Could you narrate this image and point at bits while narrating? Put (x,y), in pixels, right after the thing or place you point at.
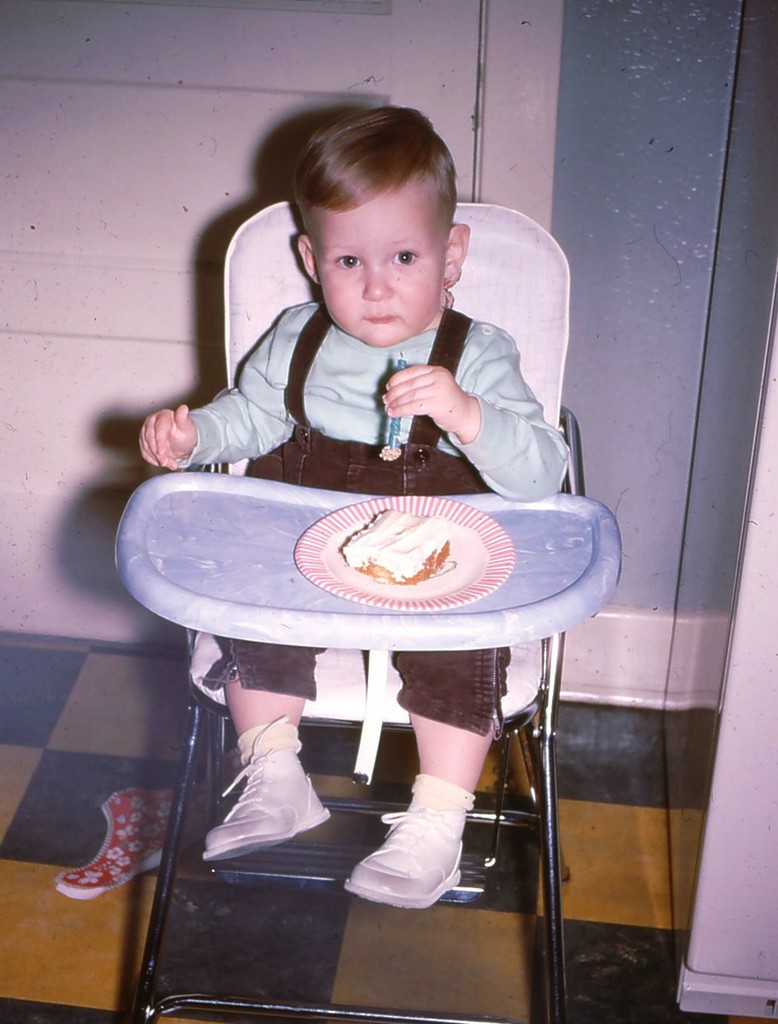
This kid (367,297) is highlighted in this picture. This kid (372,301) is sitting on a chair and eating a cake (409,517).
